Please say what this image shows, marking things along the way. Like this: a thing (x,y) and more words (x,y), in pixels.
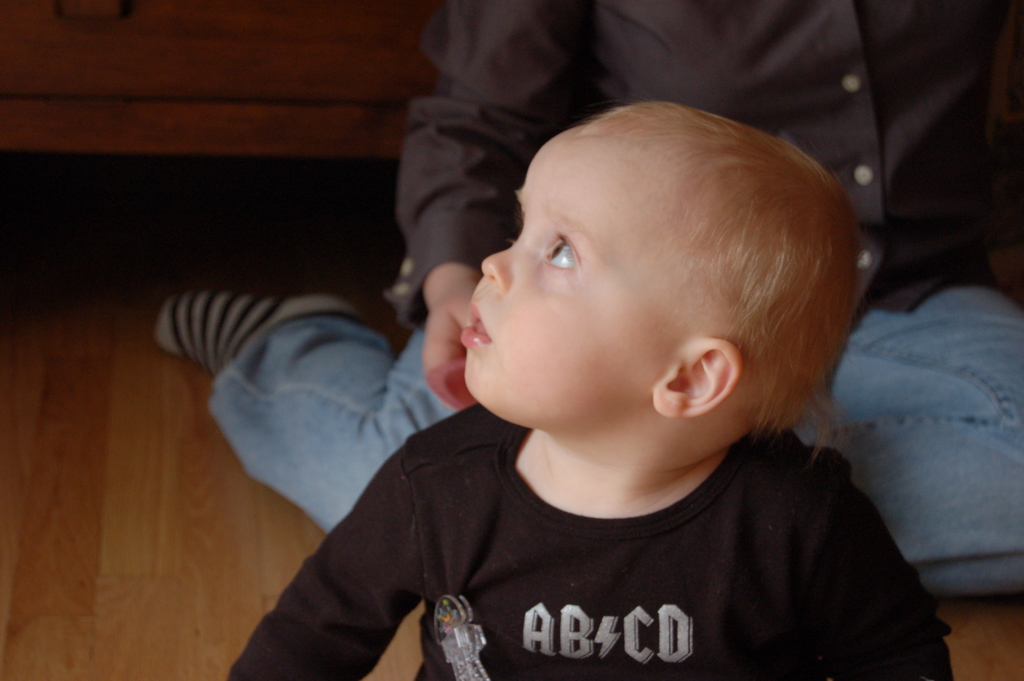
In this picture we can see a child (660,574), at the back of this child (828,539) we can see a person (854,12) on the floor (263,509) and in the background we can see a wooden object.
